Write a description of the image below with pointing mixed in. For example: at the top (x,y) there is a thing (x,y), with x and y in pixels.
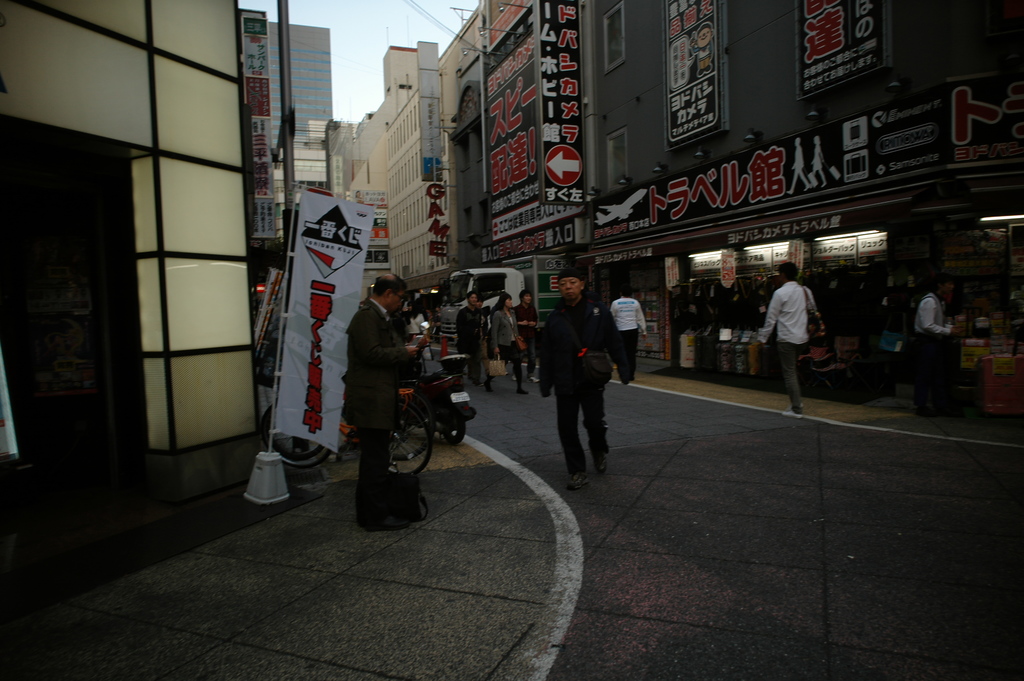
In this picture there is a view of the road (456,680). On both the side there are small shop (744,214) with Japanese name board (691,191). Behind there is a white color building (413,214). In the bottom (272,476) front there is a white poster flag (282,392).
